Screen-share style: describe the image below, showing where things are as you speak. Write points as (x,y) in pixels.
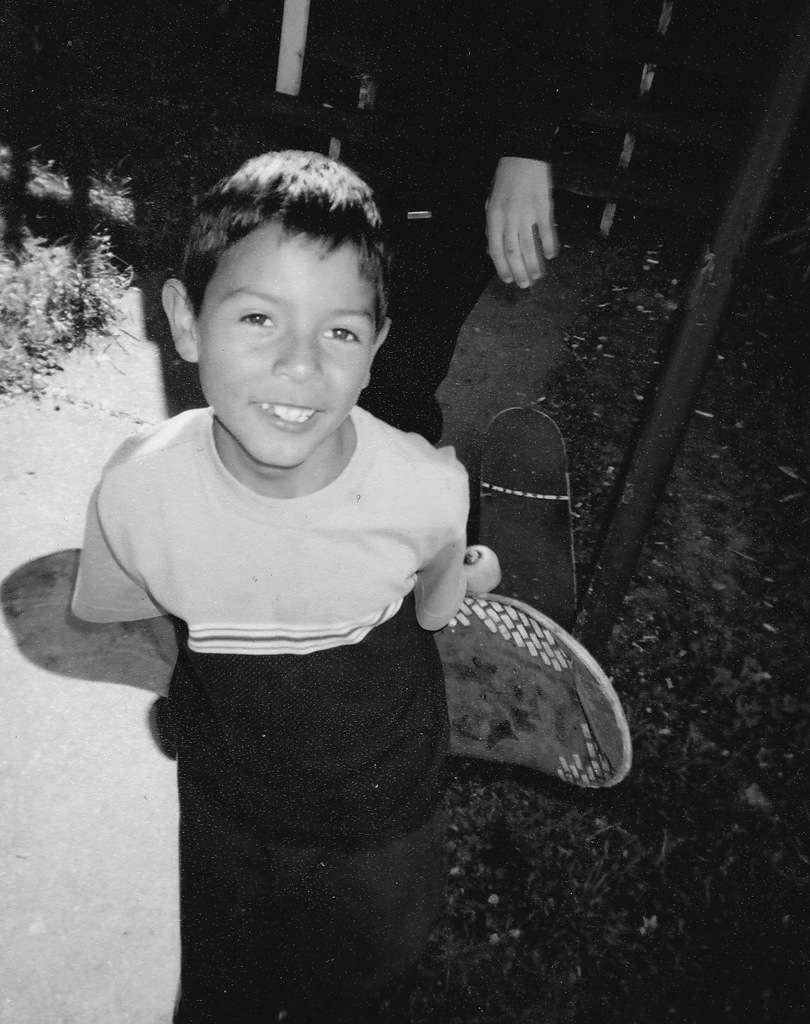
In this black and white picture there is a boy (330,601) standing. He is holding a skateboard (440,656) in his hand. Behind him there is another person (405,91). Beside that person (445,273) there is a skateboard (554,476) on the ground (555,371). To the left (59,301) there are plants (65,295) on the ground (25,488).
